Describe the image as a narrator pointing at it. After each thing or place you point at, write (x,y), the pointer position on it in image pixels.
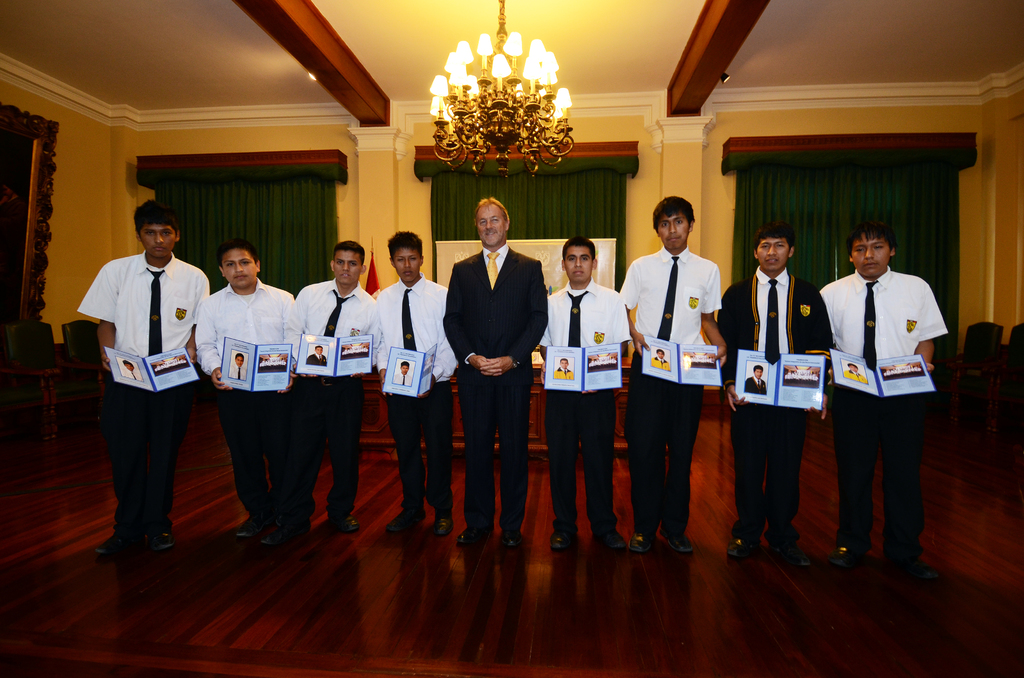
There are many people (772,325) standing. Some are holding book (792,370). In the back (754,224) there are curtains (449,210). On the ceiling (343,82) there is a chandelier (477,81). On the left side (42,175) there is a frame (22,243). In the background (6,346) there are chairs (990,369).
